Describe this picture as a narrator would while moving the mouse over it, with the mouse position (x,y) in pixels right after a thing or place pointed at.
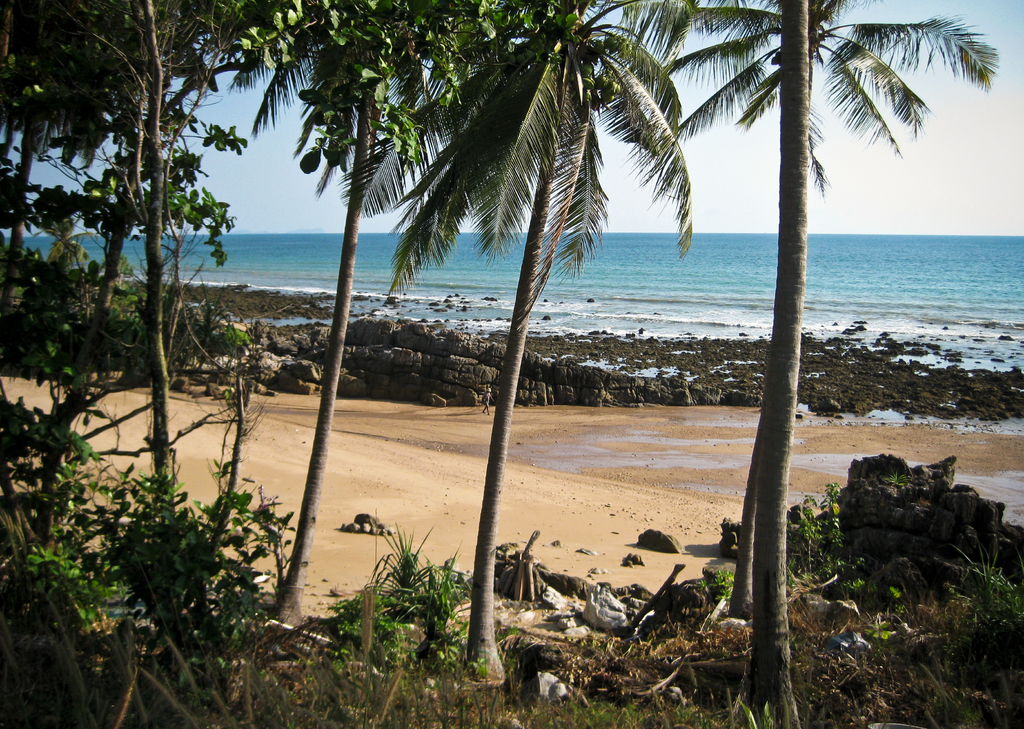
In this image we can see a large water body (725,297), stones (744,373) and a sea shore (741,456). We can also see some coconut trees (484,540), grass (712,688) and some plants (228,578). On the backside (625,162) we can see the sky (716,206) which looks clear.
